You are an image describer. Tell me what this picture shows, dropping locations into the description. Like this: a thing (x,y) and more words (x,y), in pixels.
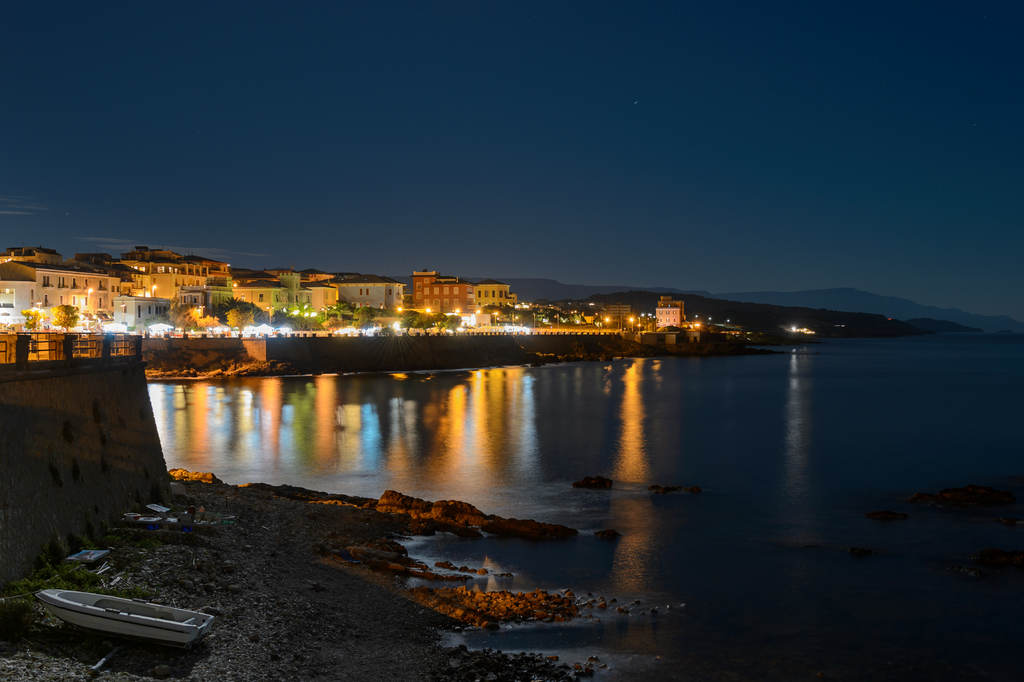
As we can see in the image there is water (582,394), boat (158,614), lights (246,335), trees (250,309) and buildings (259,295). At the top (493,129) there is sky (446,144).
